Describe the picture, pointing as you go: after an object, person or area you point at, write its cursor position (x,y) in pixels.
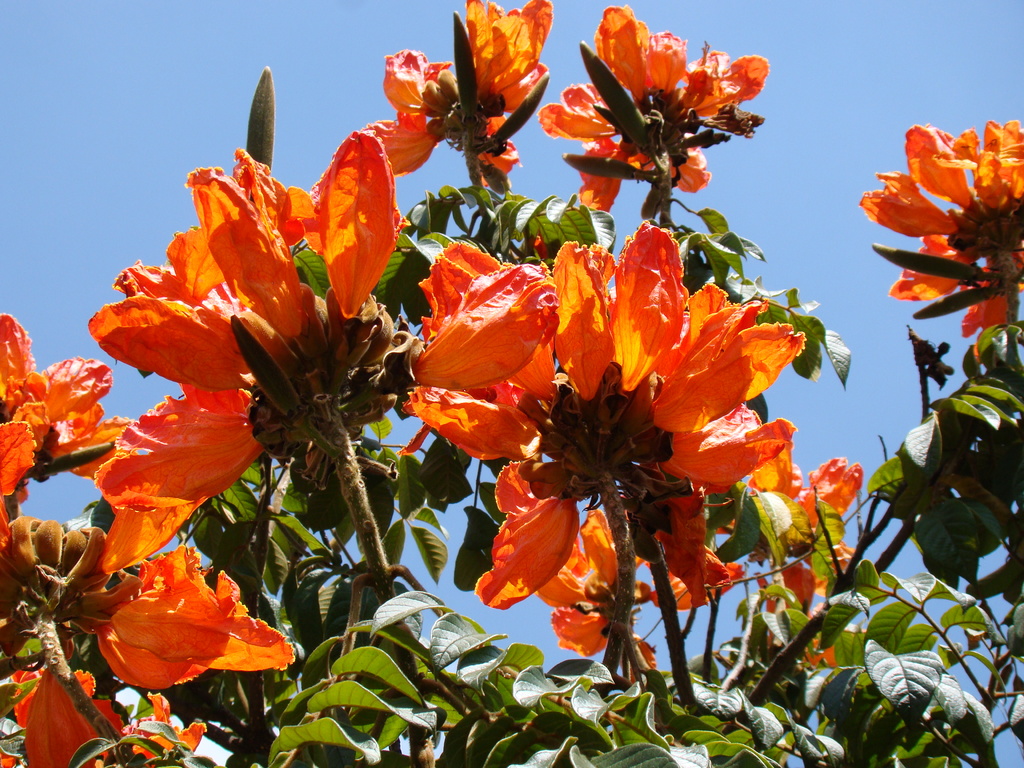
In this picture we can see some flowers (358,391) to the tree (467,463).
